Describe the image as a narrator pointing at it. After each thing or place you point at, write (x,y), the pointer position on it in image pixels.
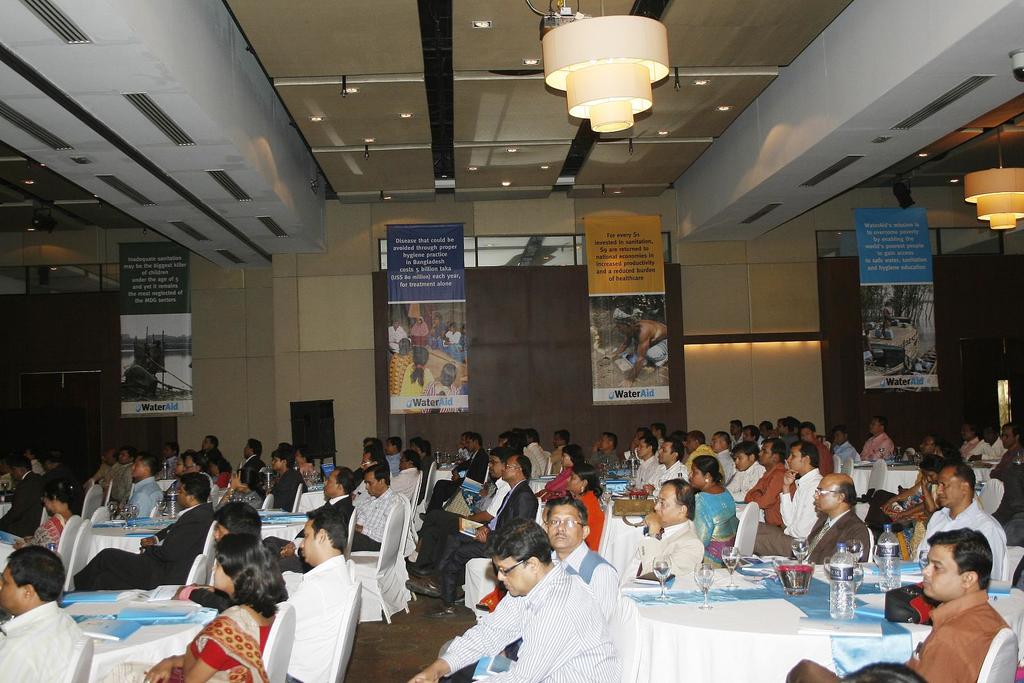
Lights (619,128) are attached to the rooftop (891,148). Here we can see banners (644,283). People (792,466) are sitting on chairs (87,547). In-front of them there are tables (754,600) with glasses (852,543), bottles (885,542) and books (132,621).
